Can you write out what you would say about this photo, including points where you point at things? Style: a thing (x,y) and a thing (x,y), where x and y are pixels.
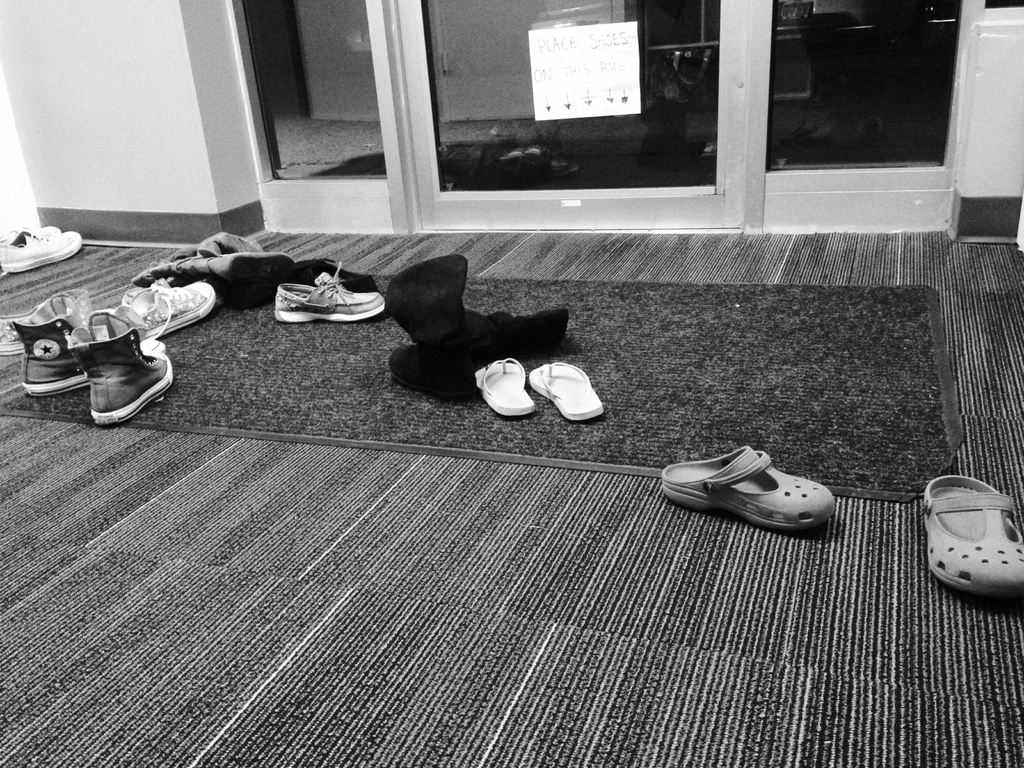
This is a black and white picture. I can see pairs of footwear (1001,490) on the carpet (802,262), and in the background (547,63) there is a paper (561,51) attached to the glass object (517,141).
